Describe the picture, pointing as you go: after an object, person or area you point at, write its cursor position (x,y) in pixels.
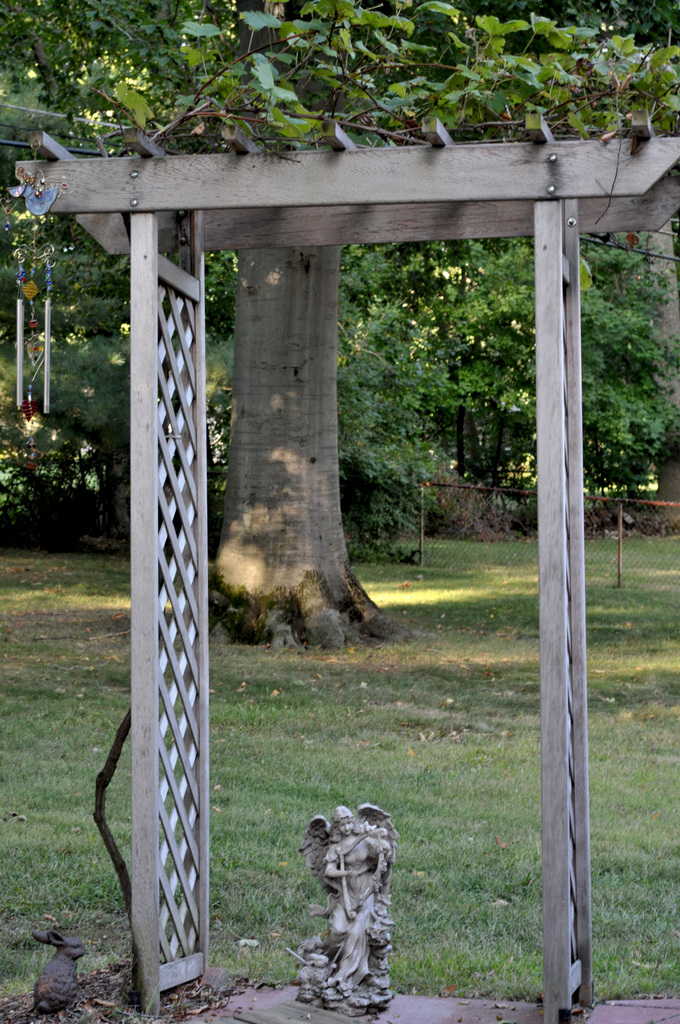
In this image we can see the depiction of a woman (370,909) and also the rabbit (53,964). We can also see the wooden arch (173,197), trees (325,316), grass (430,670), fence (624,544) and also the decor hangings (24,181) on the left (36,294).
